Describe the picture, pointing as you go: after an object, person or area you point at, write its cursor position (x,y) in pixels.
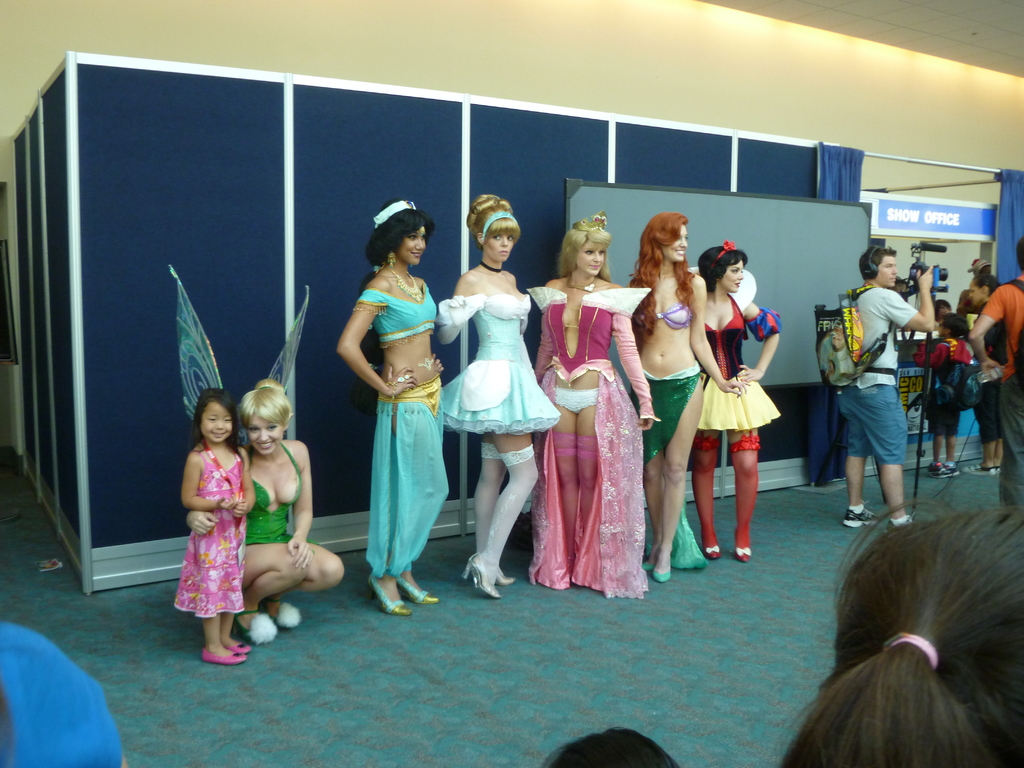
In this image, we can see some women (701,427) standing, they are wearing fancy dresses (744,402), we can see the wall (909,167) and there are some blue color boards (556,182), there is a carpet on the floor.
